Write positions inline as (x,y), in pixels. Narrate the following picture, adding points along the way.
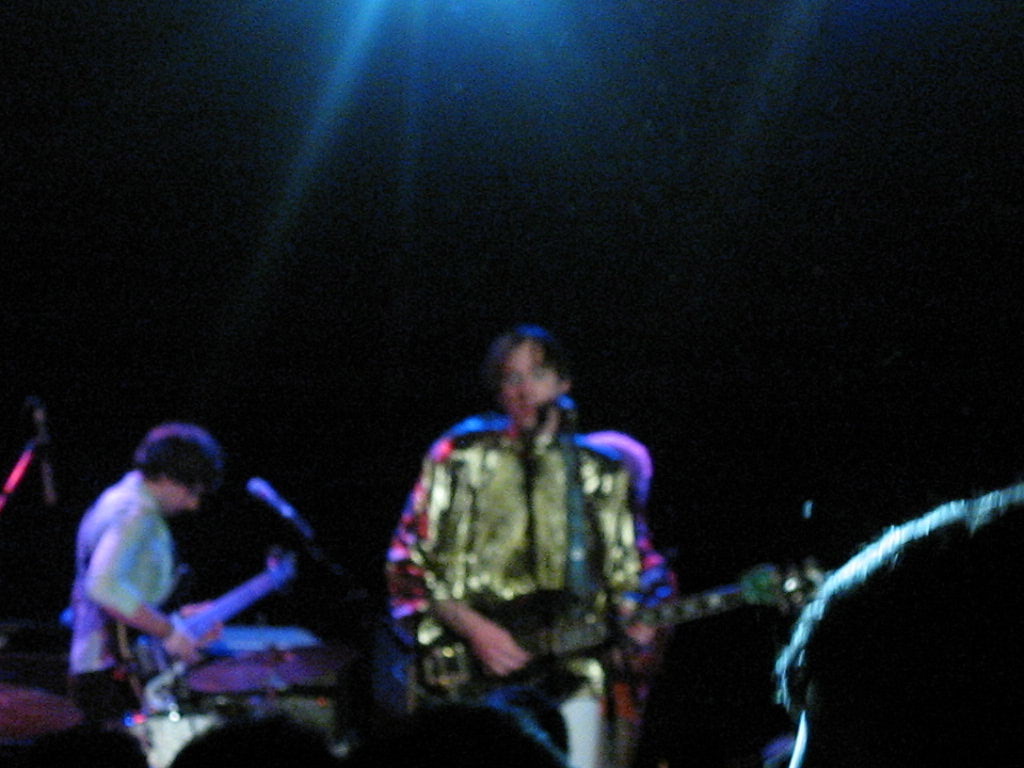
This is a blurred image, in it we can see two men (467,610) wearing clothes (434,649) and holding a guitar (552,660) in their hands (492,649). Here we can see the microphone (268,498) and the background (296,266) is dark.
